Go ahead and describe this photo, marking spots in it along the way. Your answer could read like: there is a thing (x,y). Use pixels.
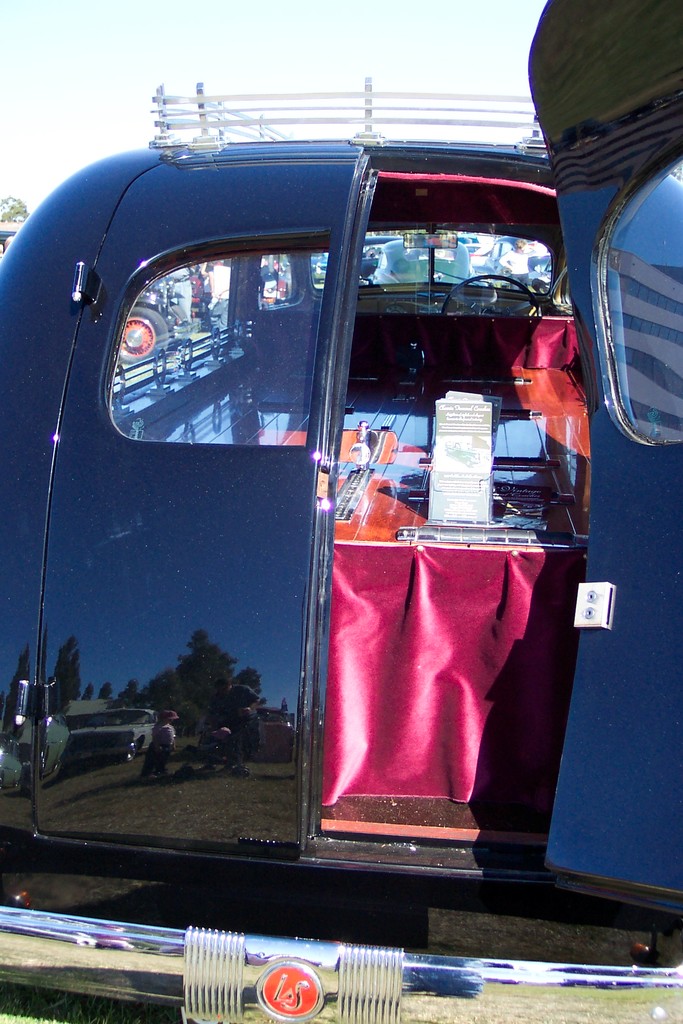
In this image we can see the inner view of a motor vehicle (403,520) and sky (13,180) in the background (260,139).
